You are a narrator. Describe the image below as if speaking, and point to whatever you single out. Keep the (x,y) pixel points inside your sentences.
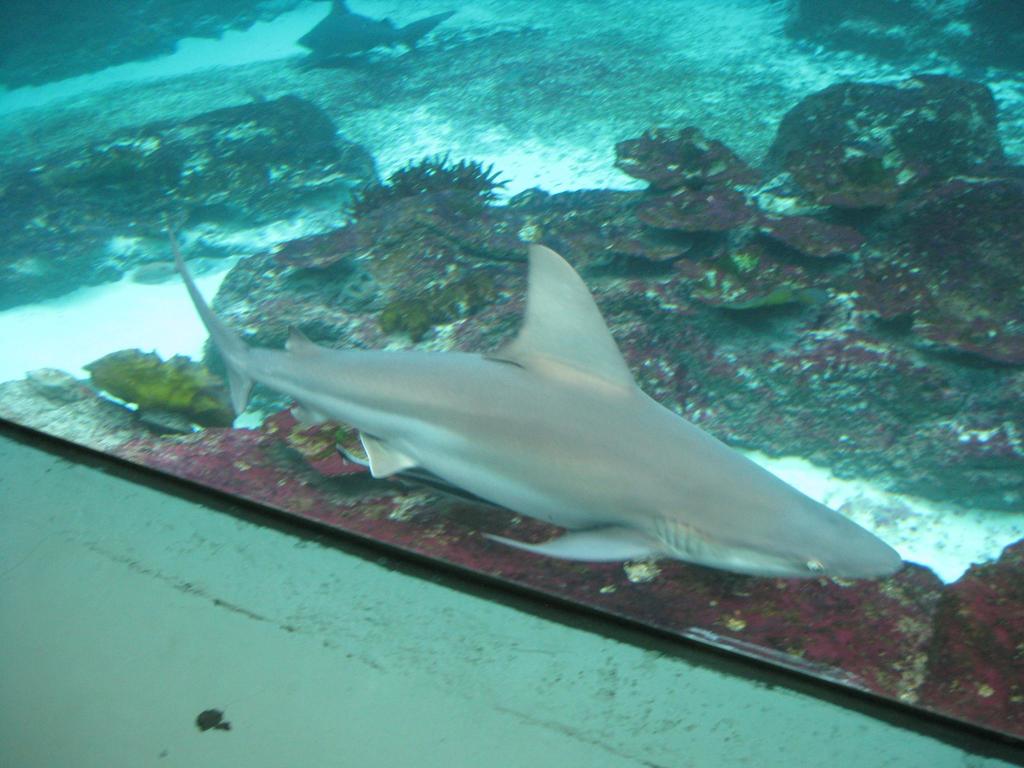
This picture is taken under the water (311,206) where we can see a shark (396,380) and fish (336,45). And some aquatic plants (648,312).
